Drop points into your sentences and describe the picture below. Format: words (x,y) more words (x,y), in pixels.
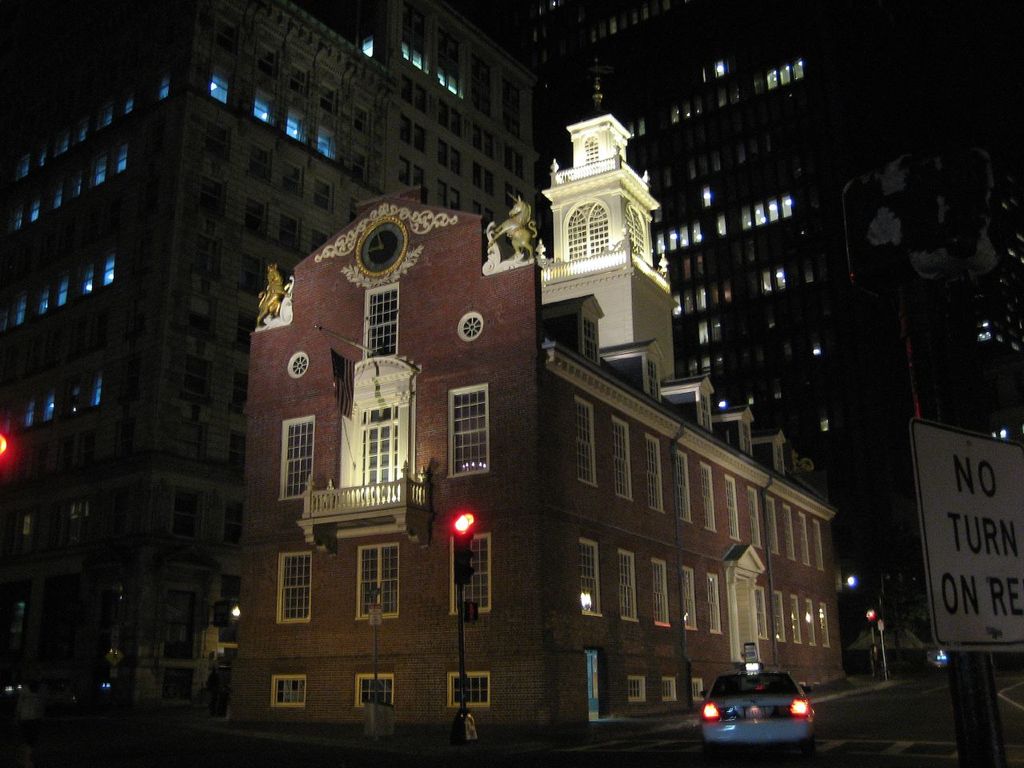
In front of the image there is a car (771,713) on the road (595,748). There are traffic lights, boards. In the background of the image (807,521) there are buildings (372,130). On the left side of the image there is a person (22,735) walking.
